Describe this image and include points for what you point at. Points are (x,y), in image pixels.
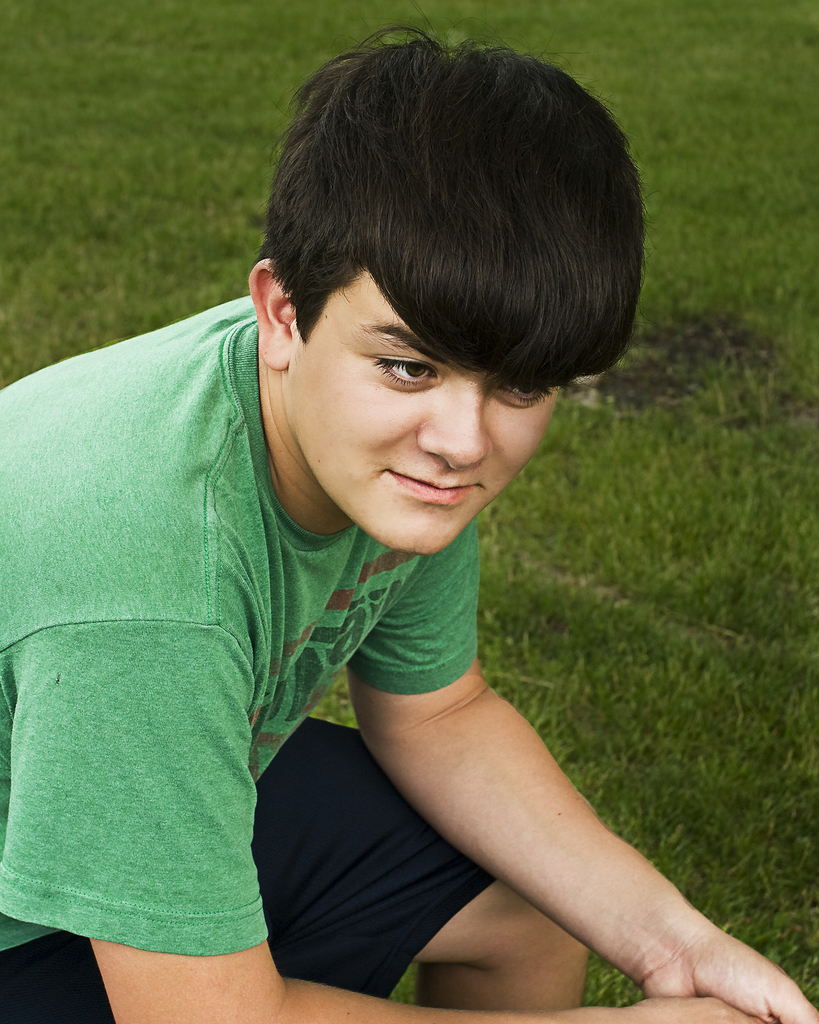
This image is taken outdoors. In the background (671,648) there is a ground (685,239) with grass (138,205) on it. On the left side of the image (232,907) there is a boy (277,882) and he is sitting.
